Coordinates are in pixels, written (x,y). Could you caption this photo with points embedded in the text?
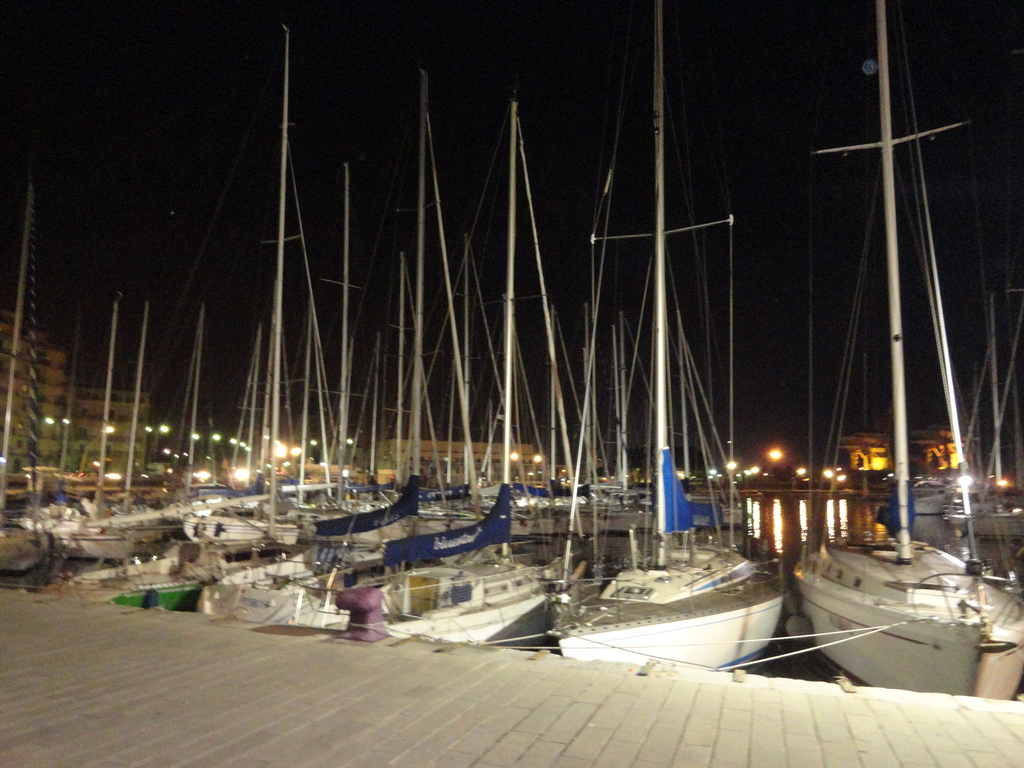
At the bottom of the image (481,710) there is a stone flooring (580,707). In the background of the image (555,473) there are ships (508,508), water (768,544), buildings (131,399). At the top of the image (725,69) there is sky (226,50).
